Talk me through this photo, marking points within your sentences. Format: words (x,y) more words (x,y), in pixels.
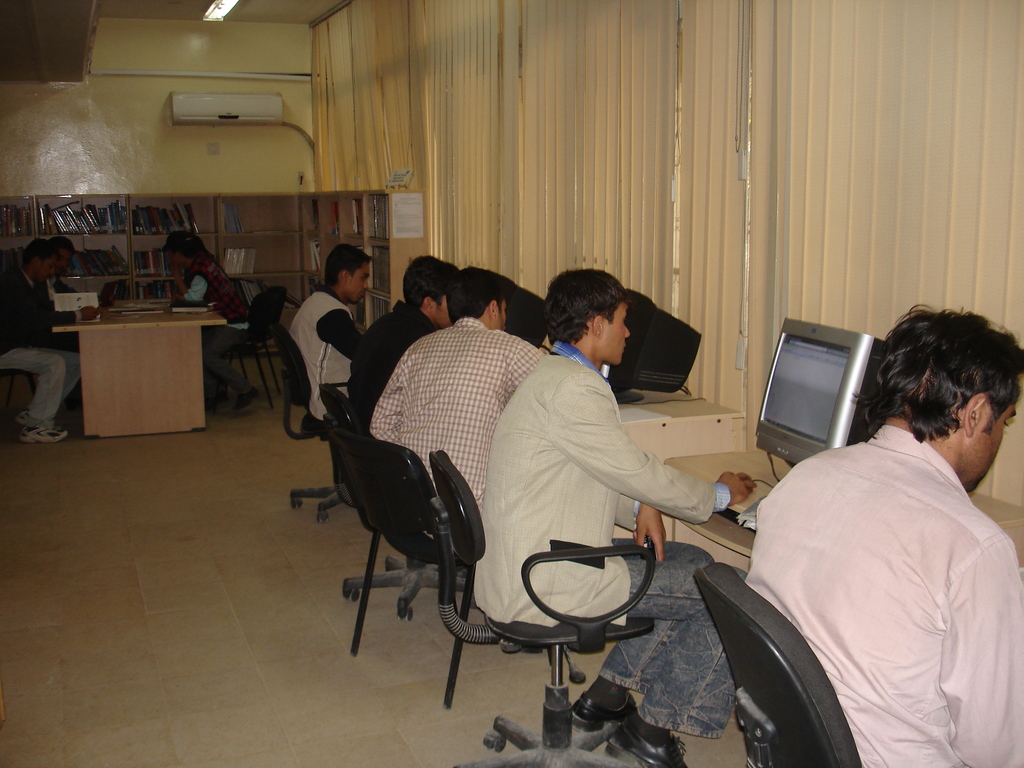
In the image we can see there are people (690,593) wearing clothes (592,586), shoes (680,748) and they are sitting on the chair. Here we can see systems (676,374), floor (260,597), table (141,367) and a shelf (276,254). On the shelf (260,257), we can see there are books (147,228). Here we can see a window (761,185) and window blinds (708,174), wall (147,138) and light (216,19).
